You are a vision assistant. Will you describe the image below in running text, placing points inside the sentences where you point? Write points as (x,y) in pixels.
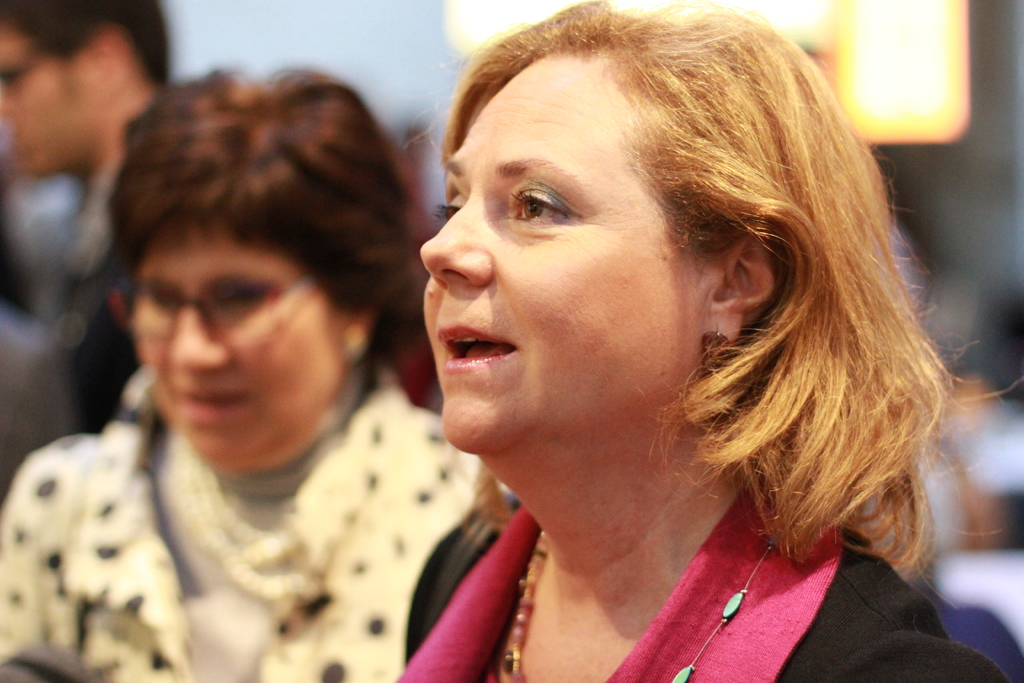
In this image I can see few people (559,326) are wearing different color dresses (389,639). Background (334,25) is blurred.
